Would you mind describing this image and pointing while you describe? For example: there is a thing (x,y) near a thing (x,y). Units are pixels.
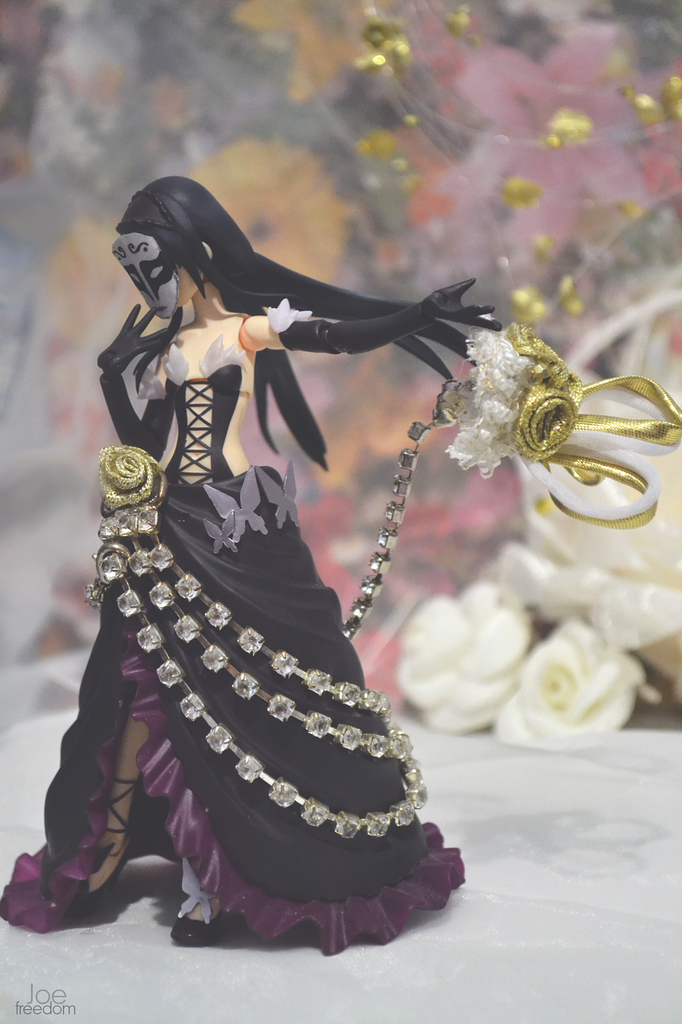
In the center of the image (241,343) there is a toy (331,855). In the background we can see flowers (582,487).
